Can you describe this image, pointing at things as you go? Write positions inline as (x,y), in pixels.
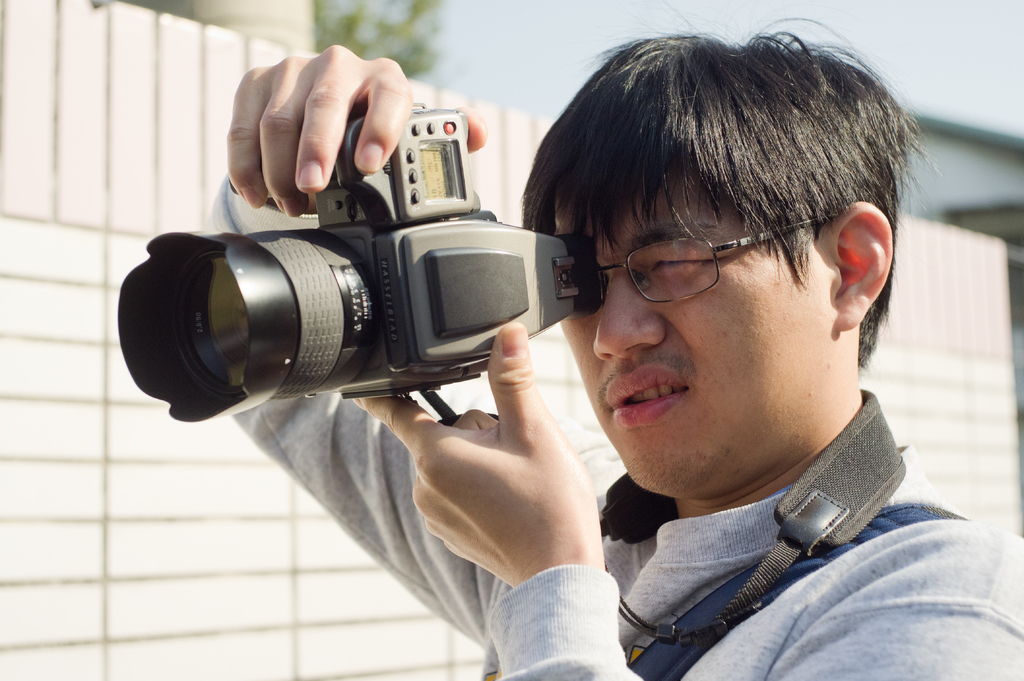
In this picture we can see a man (623,439) is holding a digital camera (423,376) and taking a picture of something, on the left side (82,179) we can see a tiled wall (119,96) and on the top left corner (323,17) we can see a tree (360,29).
